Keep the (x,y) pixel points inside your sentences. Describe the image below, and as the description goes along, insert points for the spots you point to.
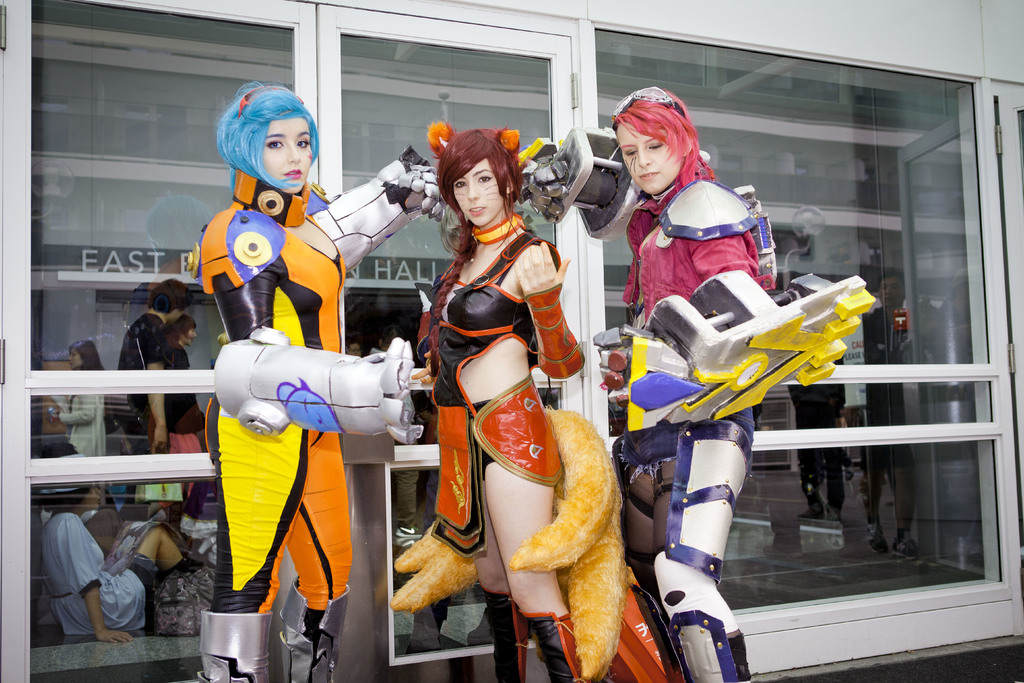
In this image we can see three persons (439,404) in different costumes (473,439). Behind the persons (616,485) we can see a wall (915,396) with glass (918,448). Through the glass (912,472) we can see the persons (201,499) and the text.
